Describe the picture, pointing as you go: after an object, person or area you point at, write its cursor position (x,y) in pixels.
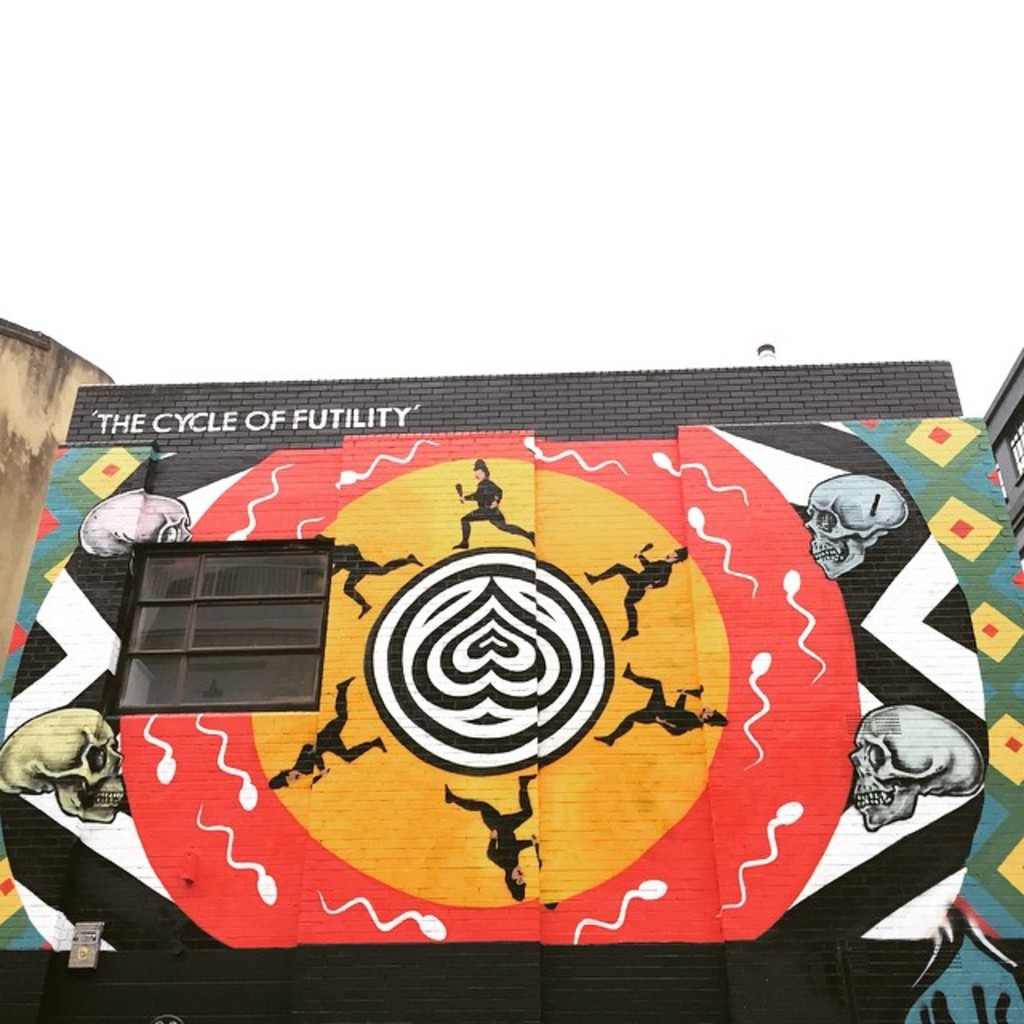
In this image there is the sky (643,199) towards the top of the image (524,166), there is a building (445,586), there is a window (280,548), there is a painting (402,644) on the building (351,443), there is text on the building (92,875).
